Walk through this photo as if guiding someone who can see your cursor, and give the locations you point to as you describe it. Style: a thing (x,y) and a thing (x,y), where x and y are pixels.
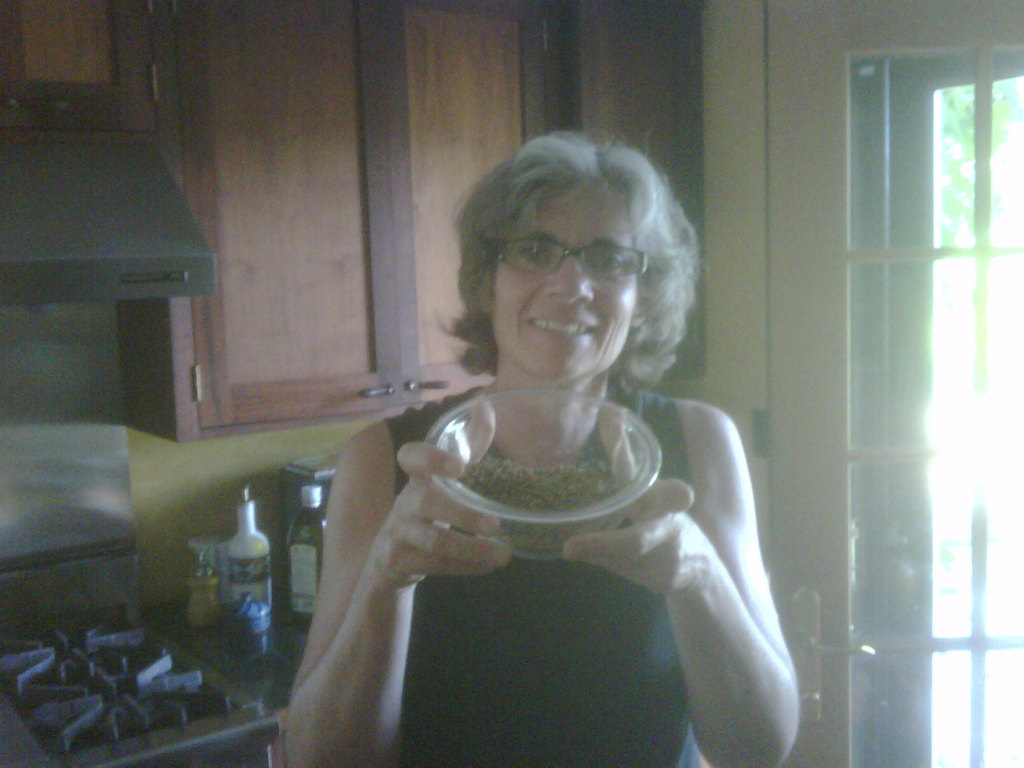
In this picture we can see a woman (514,376) holding a bowl (479,475) in her hands (448,549) and smiling. Behind this woman (467,741), we can see a gas stove (111,615), bottles (262,567) and a grey object (317,470) on a platform (213,644). We can see a wooden cupboard (400,314) and other objects (36,274) in the background (32,169). There is a door (799,593) and a door handle (814,648) visible on the right side (846,581).
